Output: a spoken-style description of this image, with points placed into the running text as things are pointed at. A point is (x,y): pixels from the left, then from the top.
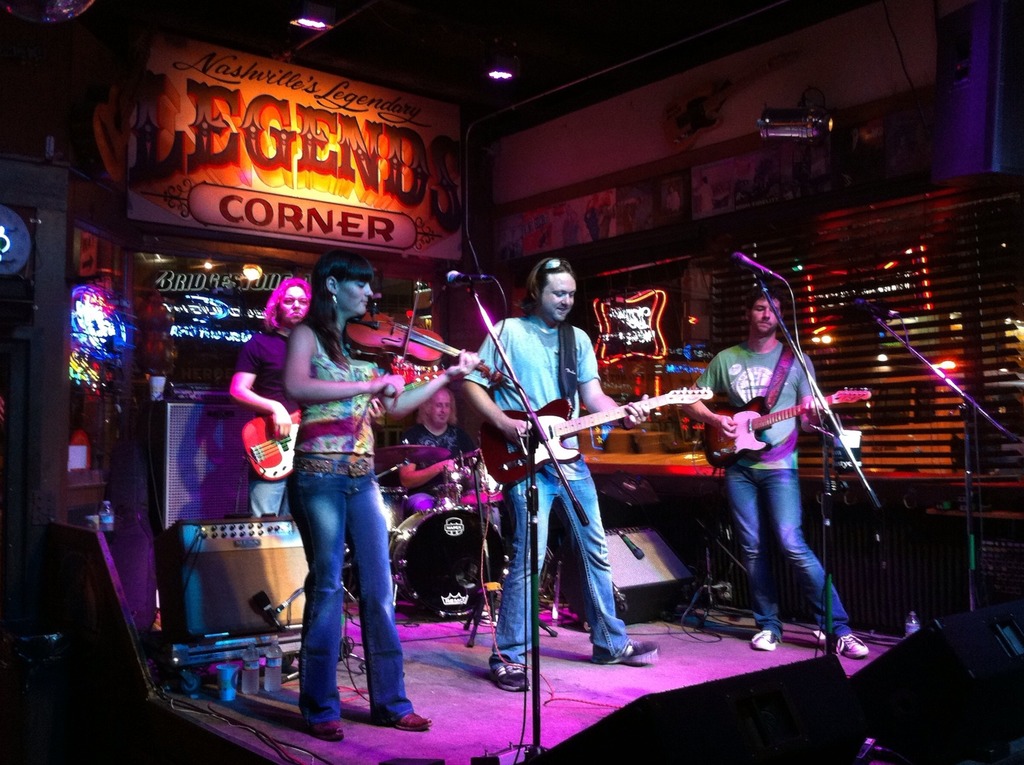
In this image in the middle (579,433) there is a man (584,488) he is playing guitar (593,425) he wears t shirt (532,378), trouser (585,527) and shoes (634,658). On the right (775,494) there is a man (759,394) he wears t shirt (759,381) and trouser (769,480) he is playing guitar (746,424). On the left (333,389) is a woman (371,460) she is playing violin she wears trouser (360,571) and shoes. In the background (275,371) there are two people (421,434) playing drums (455,478) and guitar (270,454). In the background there is a light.
